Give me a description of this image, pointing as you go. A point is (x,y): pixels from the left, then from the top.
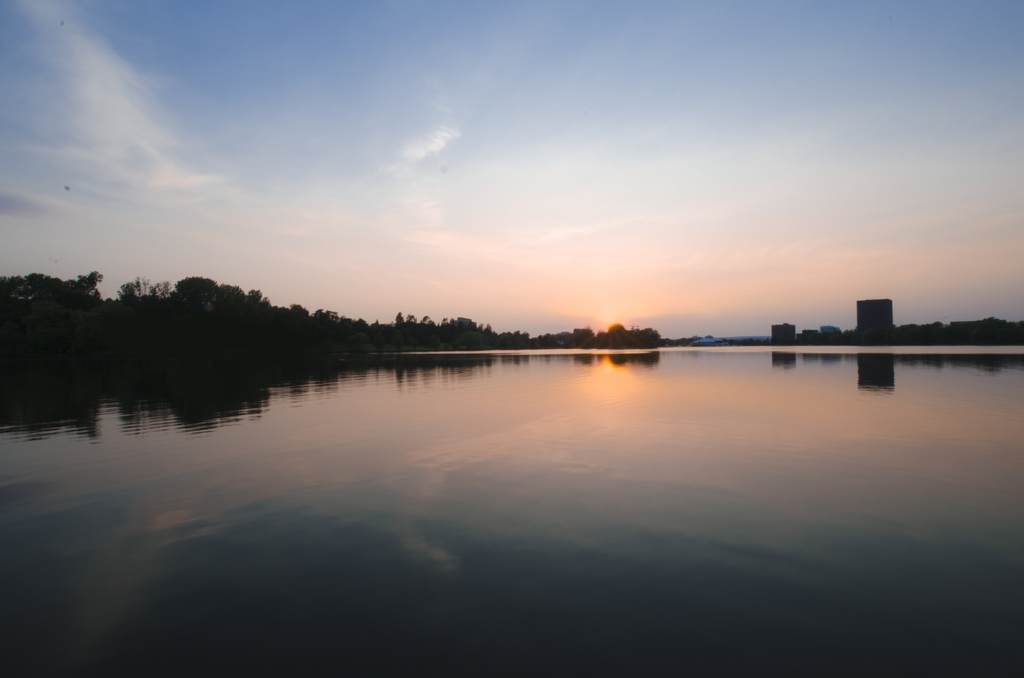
This image is taken outdoors. At the top of the image (208,144) there is a sky (707,174) with clouds (138,156). In the background (880,326) there are a few buildings (863,325) and houses (783,339). There are a few trees (336,334) and plants (182,310) on the ground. In the middle of the image (401,434) there is a river (571,408) with water (860,406).
